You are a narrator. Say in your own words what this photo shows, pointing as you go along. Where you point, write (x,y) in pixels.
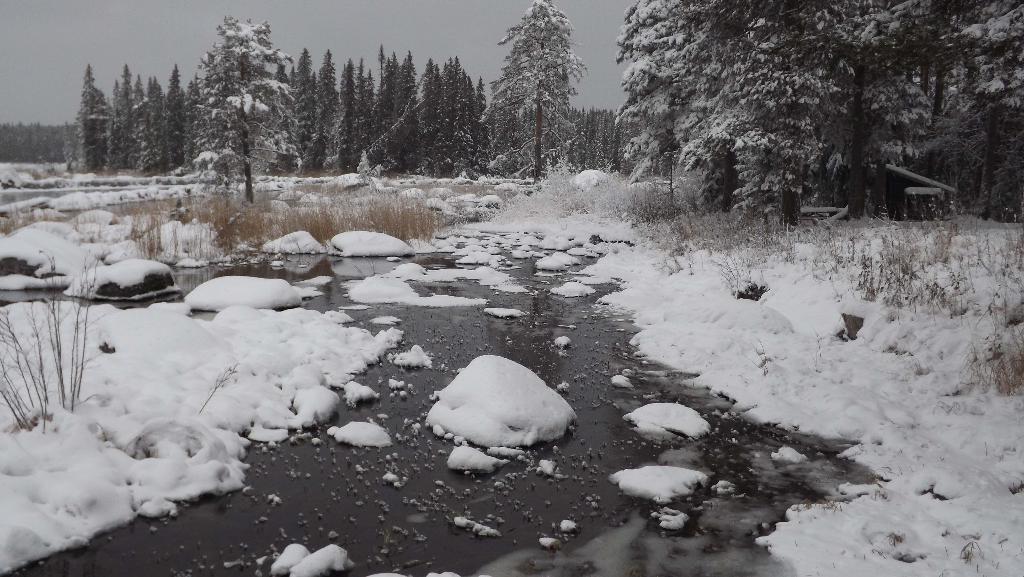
In this picture we can see water (562,506) at the bottom (573,495), there is snow (915,456) here, we can see grass (270,226) here, in the background (793,127) there are some trees (306,112), we can see sky (320,39) at the top of the picture (329,40).
